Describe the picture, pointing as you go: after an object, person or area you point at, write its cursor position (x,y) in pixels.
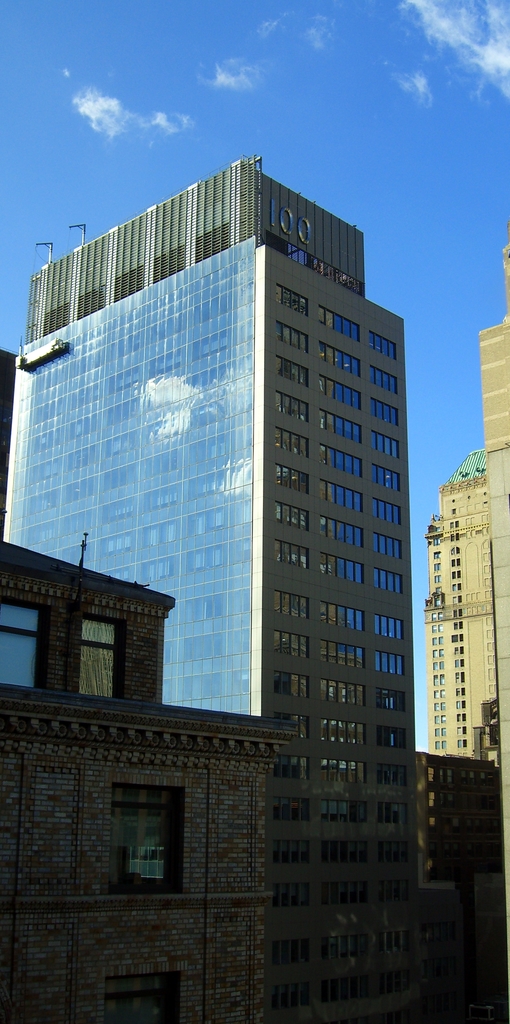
In this image, we can see buildings (386,511) and at the top (379,83), there is sky (339,79).
